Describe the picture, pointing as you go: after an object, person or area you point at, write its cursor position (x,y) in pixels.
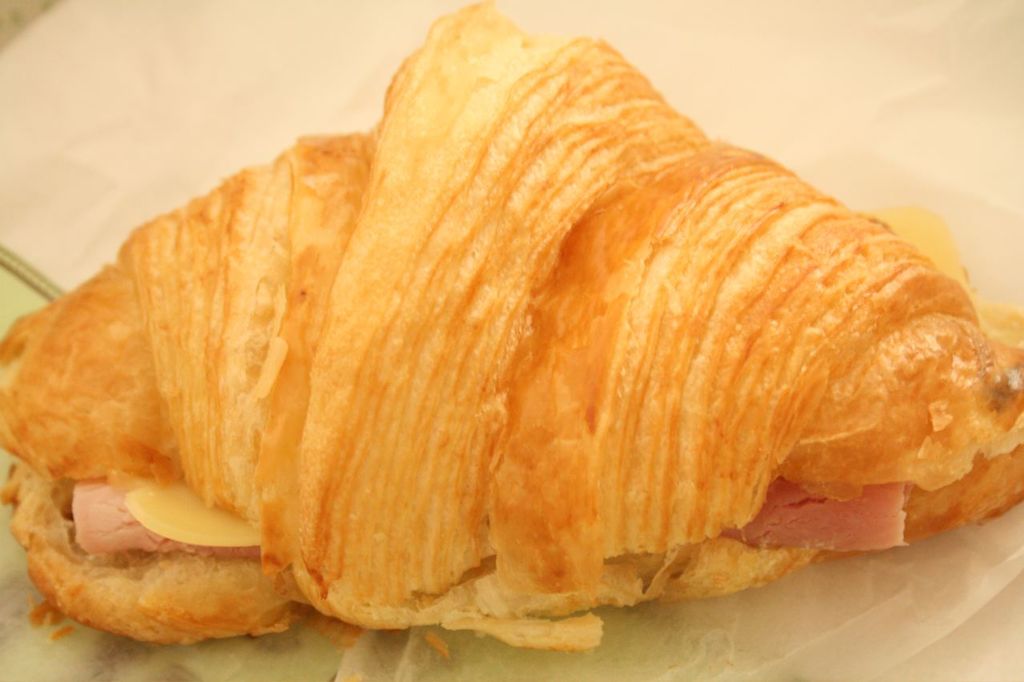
In the center of the image (490,337) there is a food item (526,362) on a tissue (45,171).
